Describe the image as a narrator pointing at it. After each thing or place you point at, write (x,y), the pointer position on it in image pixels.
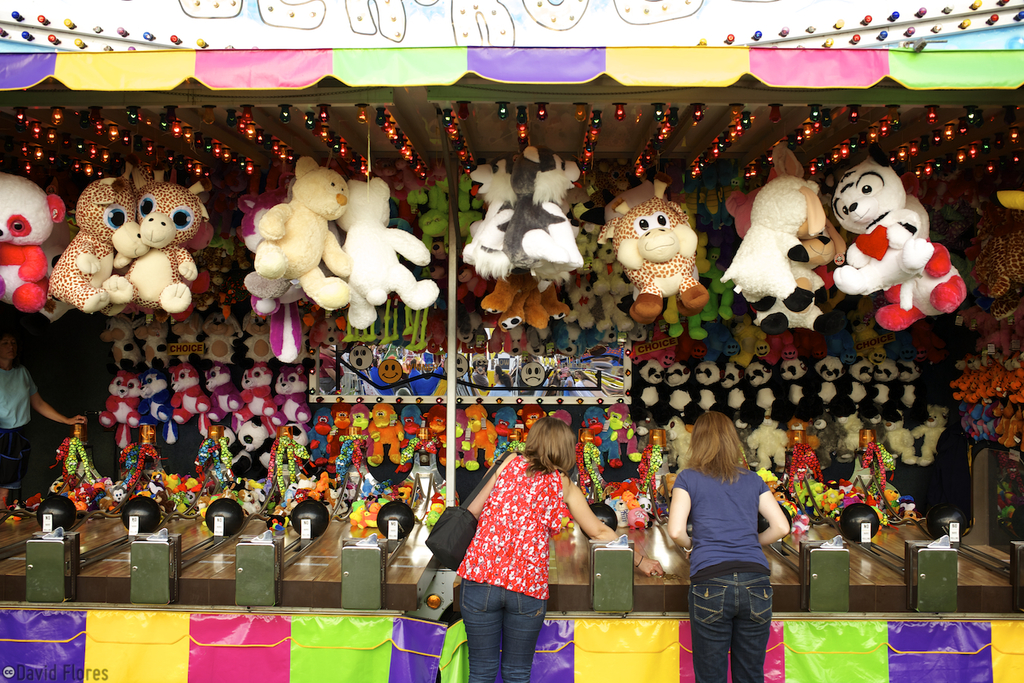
In this image I can see a two persons (759,553) standing and wearing black color bag (463,531). In front I can see group of toys (595,247). They are in different color. I can see a pole (454,271).
